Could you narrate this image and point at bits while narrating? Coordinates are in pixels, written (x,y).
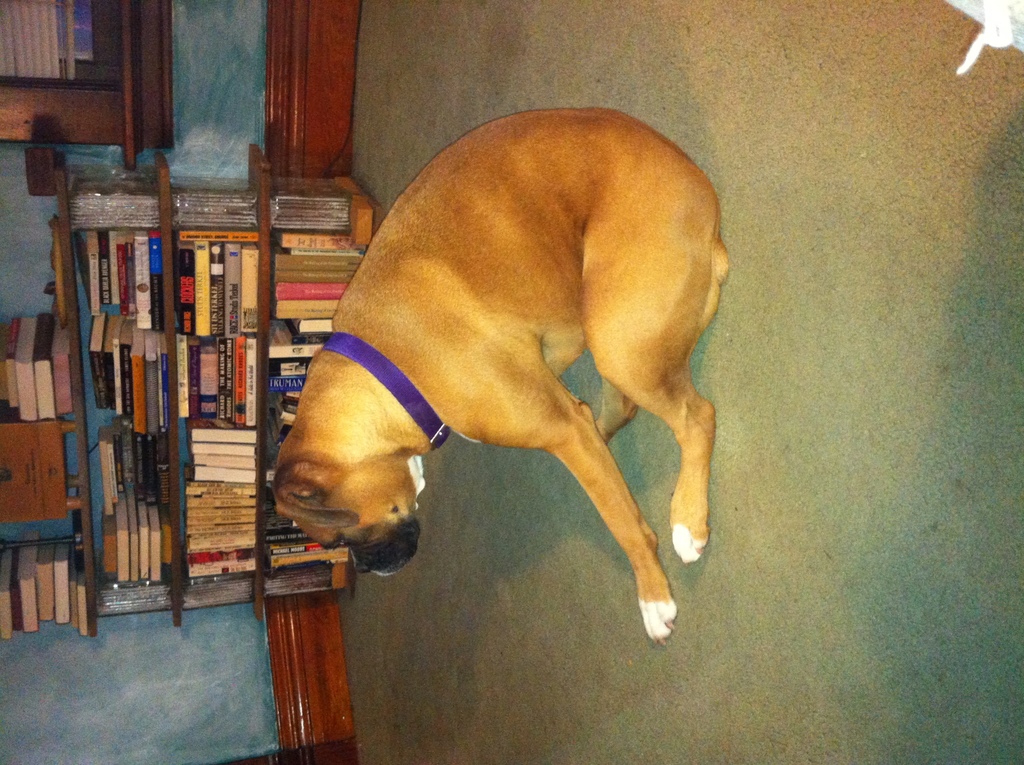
In the foreground of this image (492,349), there is a dog (520,328) lying on the ground (714,361). In the background (232,235), there are books (125,358) in the shelf (163,237), wall (196,150), window blind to a window (106,35) and the surface (888,376).
